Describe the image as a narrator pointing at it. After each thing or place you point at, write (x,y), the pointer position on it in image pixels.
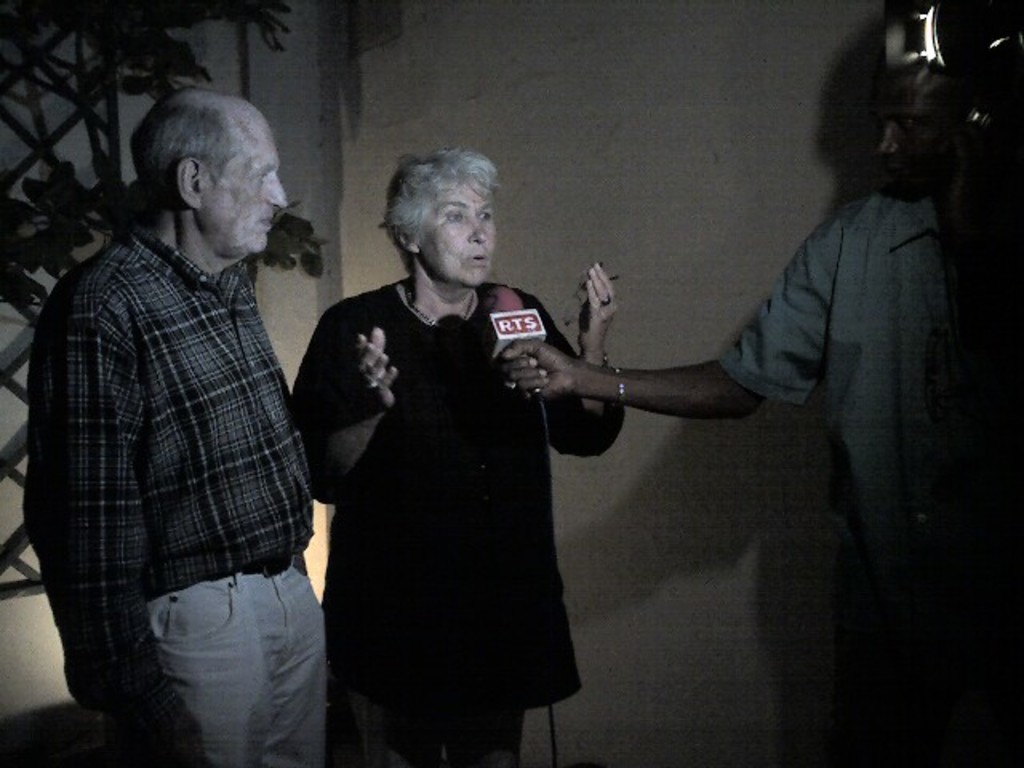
There is a woman (427,328) in black color dress (463,524) standing and talking. Both sides of her, there are two men (205,448) who are standing and watching her. One of them is holding a mic (531,317). In the background (532,88), there is a wall (505,89), plant (110,76) and a light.
